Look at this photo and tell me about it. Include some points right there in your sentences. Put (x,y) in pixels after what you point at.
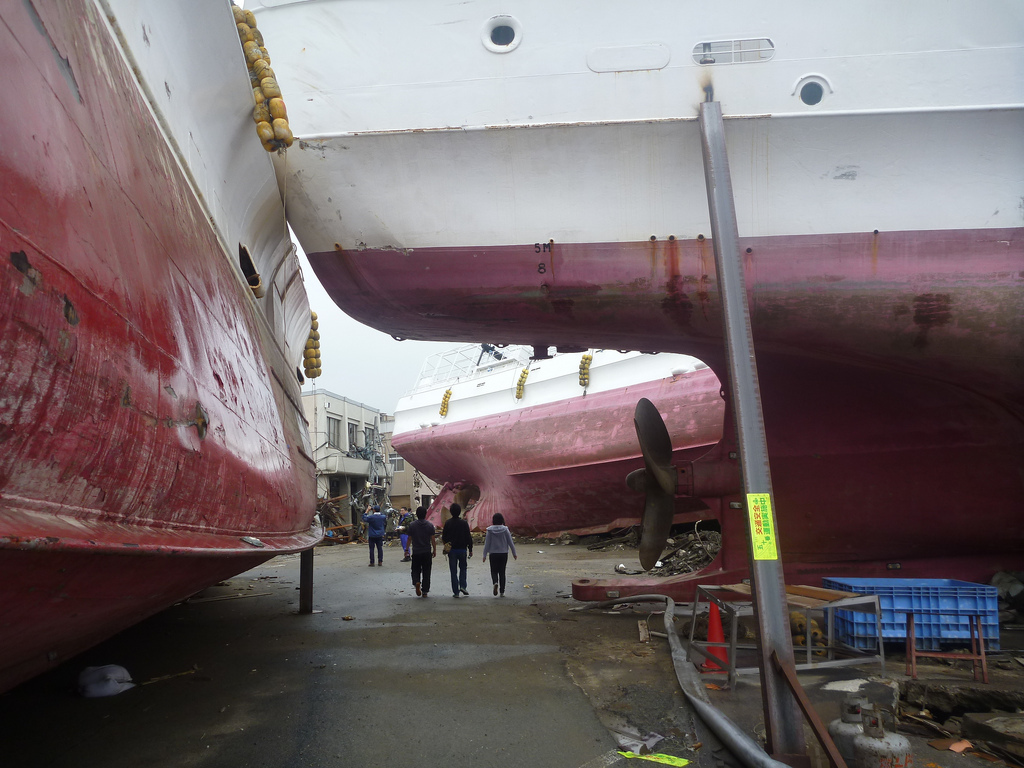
In this image we can see ships (96,486) which are in pink and white color. Behind building (347,457) is there. Right side of the image (748,556) some pillar (778,643) and container (889,635) is present. On the road (429,626) people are walking.
